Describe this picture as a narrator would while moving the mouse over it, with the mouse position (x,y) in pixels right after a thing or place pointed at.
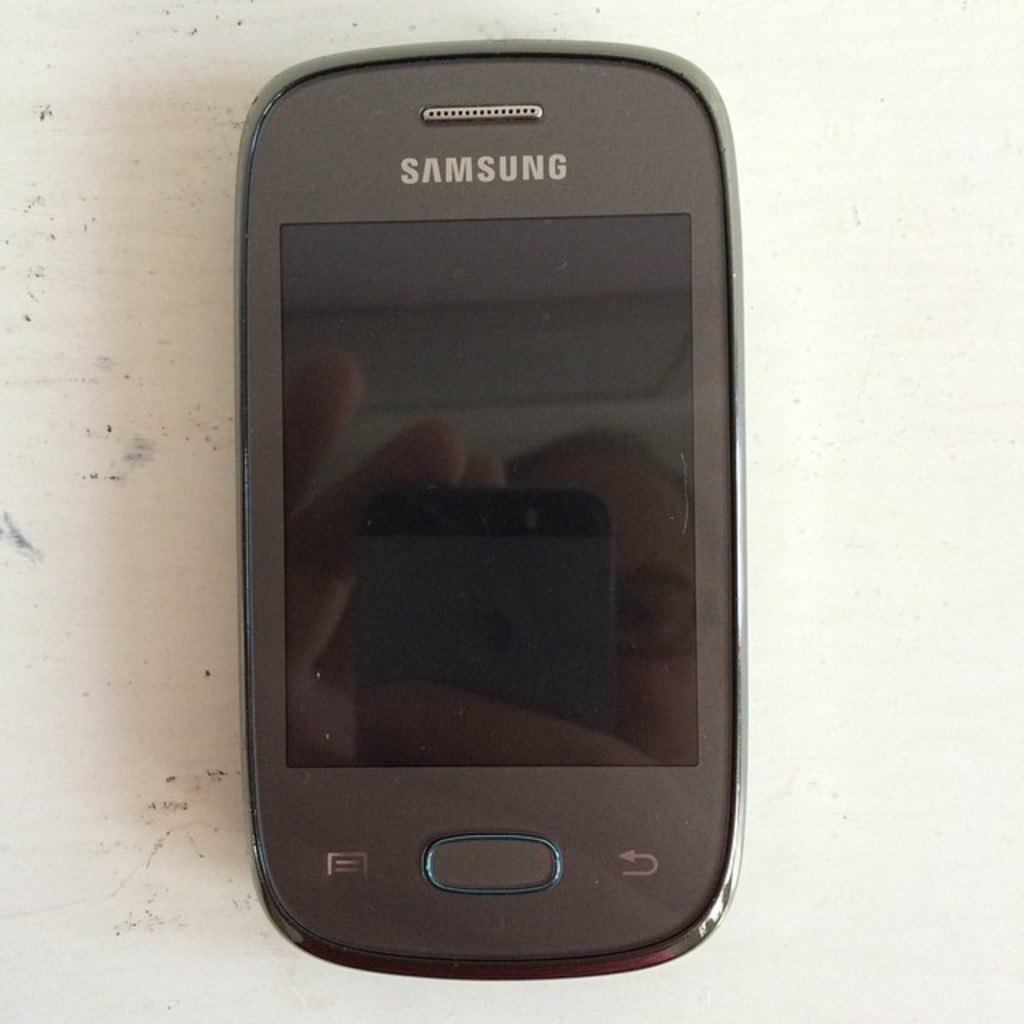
In this image, we can see a mobile (535,622) is placed on the white surface (942,1014). Here there is a glass (518,402). On the glass (636,559) we can see some reflection (561,576). Here a person (654,591) is holding a mobile (520,648). Here we can see some text (509,156) and symbols (328,863).
